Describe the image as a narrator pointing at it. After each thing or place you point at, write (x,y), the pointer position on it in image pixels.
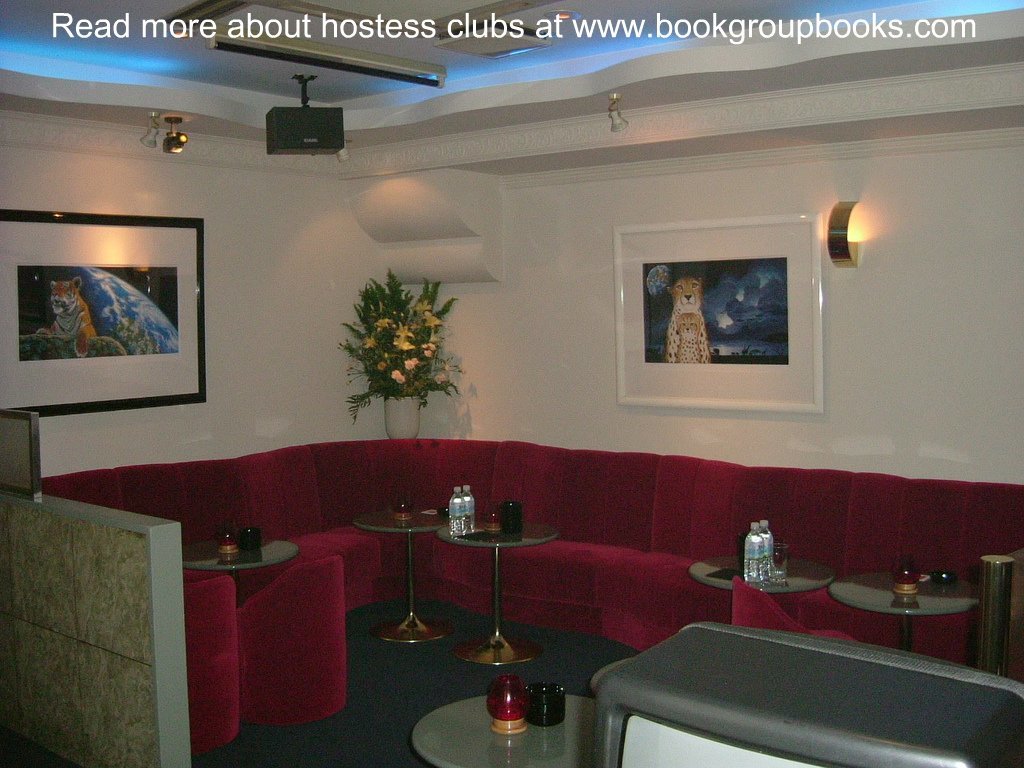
Here we can see a couch (948,618), tables (936,603), bottles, cups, and a plant (402,357). In the background (275,405) we can see wall (1005,380), frames (718,400), lights (838,235), and ceiling (652,91).
